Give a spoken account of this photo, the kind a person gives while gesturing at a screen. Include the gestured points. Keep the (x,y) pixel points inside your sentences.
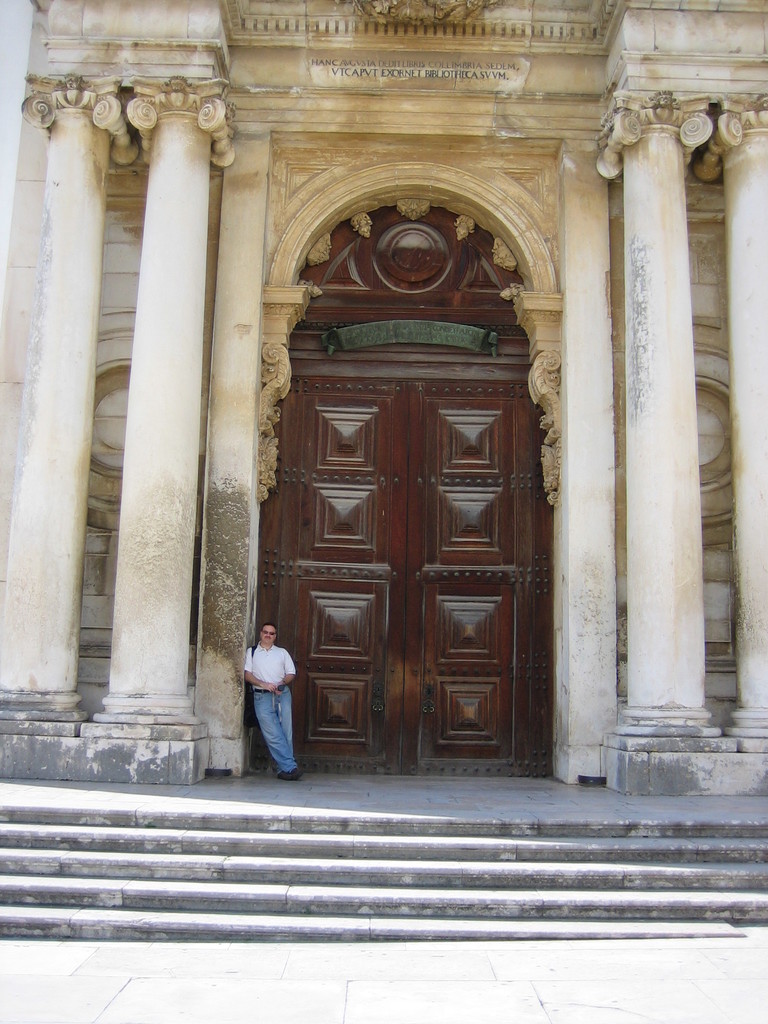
In this picture there is a man (280,666) who is standing near to the door (385,646). On the right (682,593) and left side (78,246) I can see the pillars (168,237) of the building (602,504). At the bottom (168,867) I can see the stairs (168,867).
